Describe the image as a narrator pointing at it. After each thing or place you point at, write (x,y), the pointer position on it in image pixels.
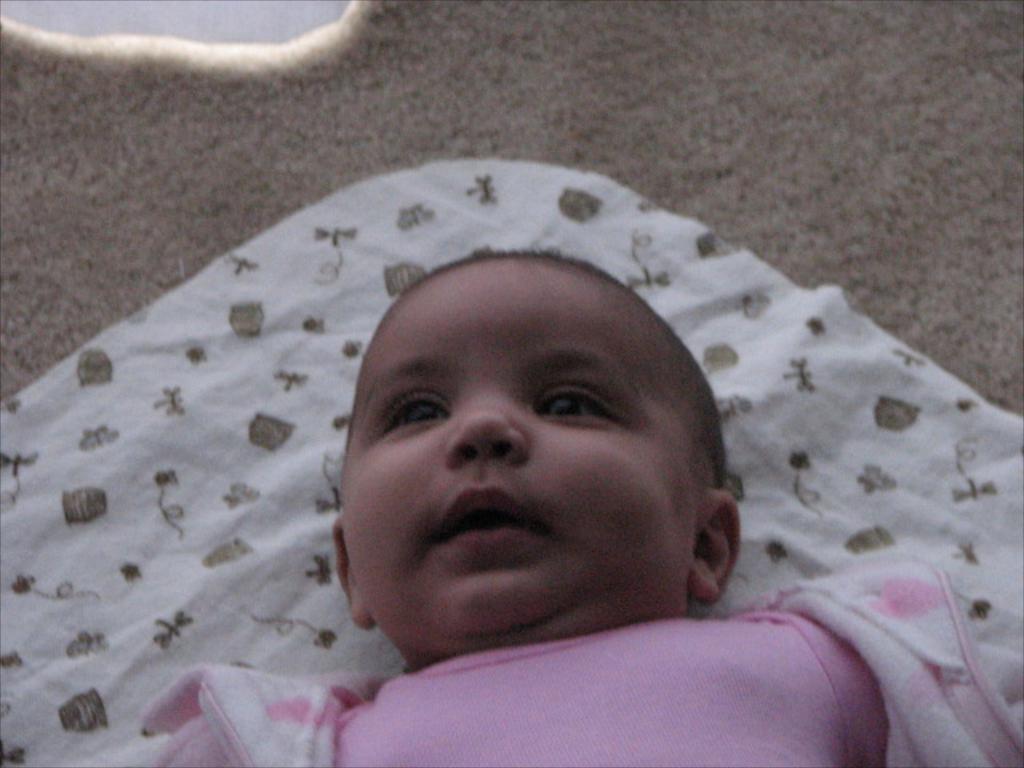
In this picture we can see a baby (457,391) on the cloth (254,360).
